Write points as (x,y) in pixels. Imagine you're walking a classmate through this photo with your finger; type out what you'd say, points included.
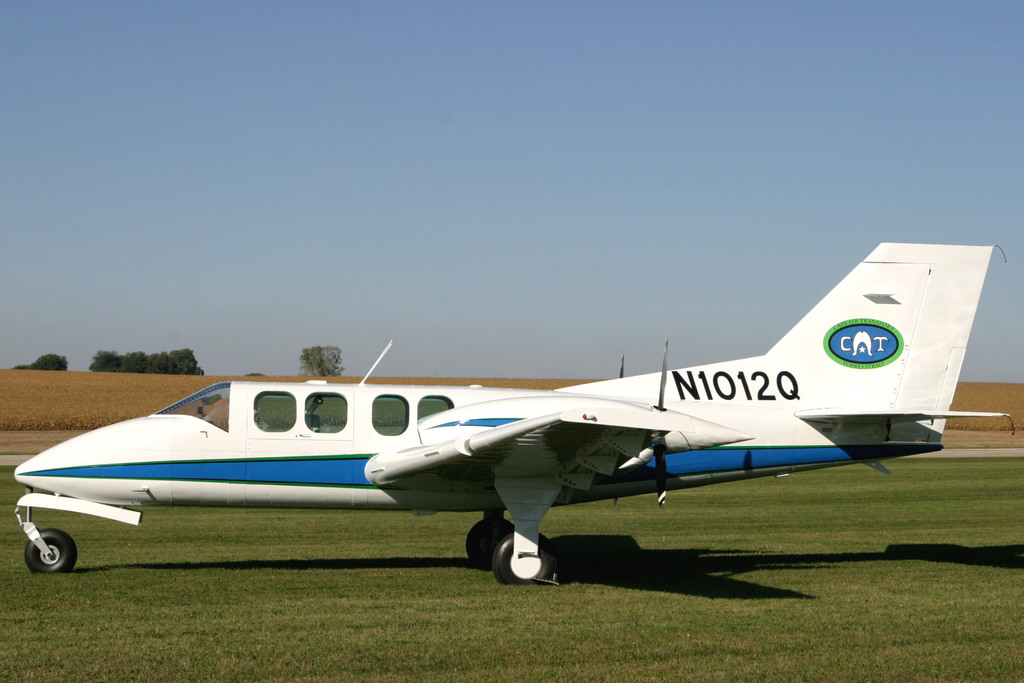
In this picture I can see an airplane (607,475) on the ground (567,519). In the background (219,362), I can see trees (188,357) and the sky (368,367). Here I can see the grass (699,623) and shadows (666,559) on the ground (701,614).
